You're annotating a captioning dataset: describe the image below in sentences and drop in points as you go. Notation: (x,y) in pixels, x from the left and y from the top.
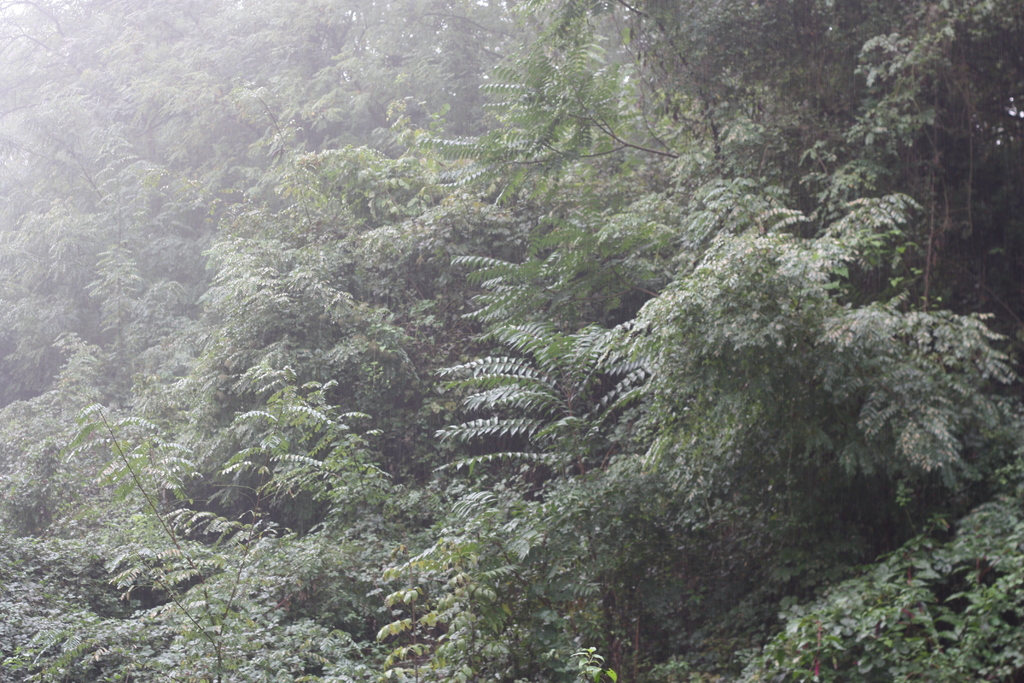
In the image there are many trees (417,203) with branches (461,249) and leaves (544,60).
